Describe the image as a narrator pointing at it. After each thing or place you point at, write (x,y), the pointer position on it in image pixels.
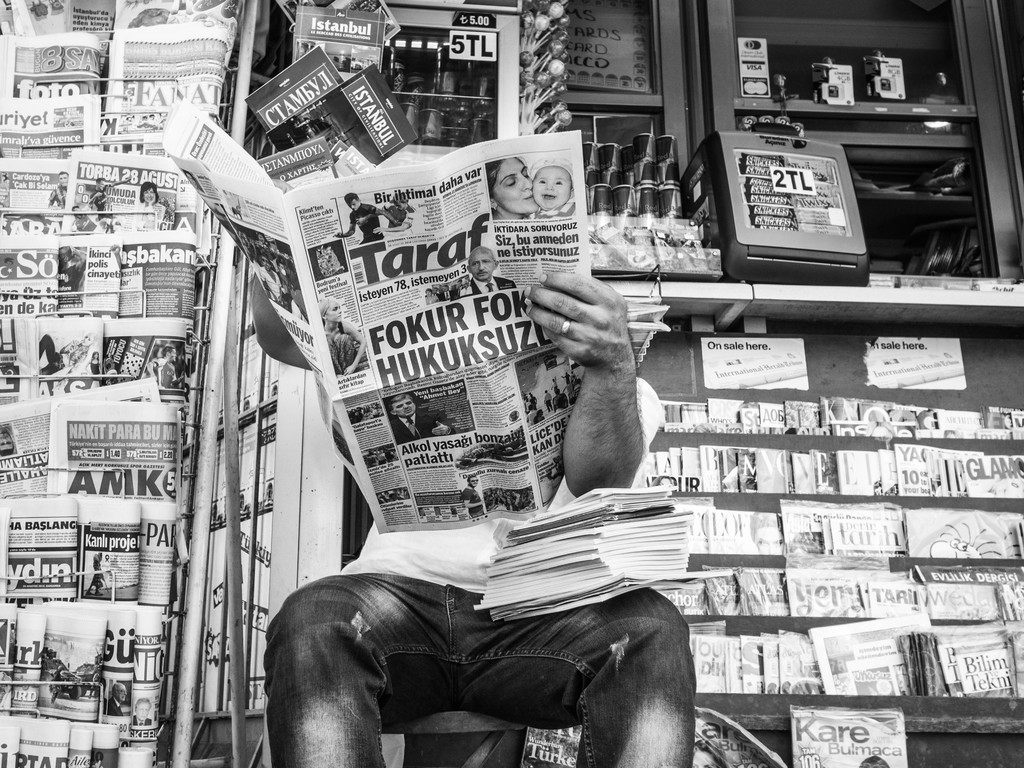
This is a black and white image. In the center of the image (573,466) there is a person (630,767) sitting and reading a newspaper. In the background of the image (96,306) there are many books (828,452) and newspapers (128,423) arranged in a rack (161,181).
